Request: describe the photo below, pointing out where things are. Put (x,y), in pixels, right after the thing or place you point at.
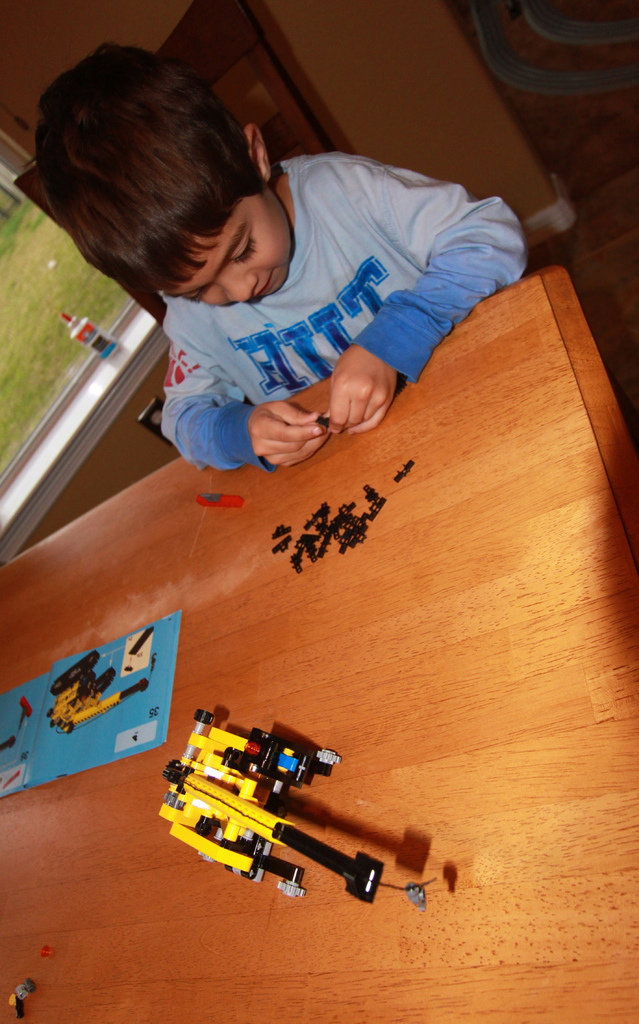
At the bottom of the image (380,695) there is a table (165,837). On the table (247,686) there is a toy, book (118,737) with images (128,737) and there are few black color things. Behind the table (242,702) there is a boy (331,287) sitting on the chair (27,194). On the left side of the image (25,291) there is a glass window (59,351) and also there is a bottle (92,341).
